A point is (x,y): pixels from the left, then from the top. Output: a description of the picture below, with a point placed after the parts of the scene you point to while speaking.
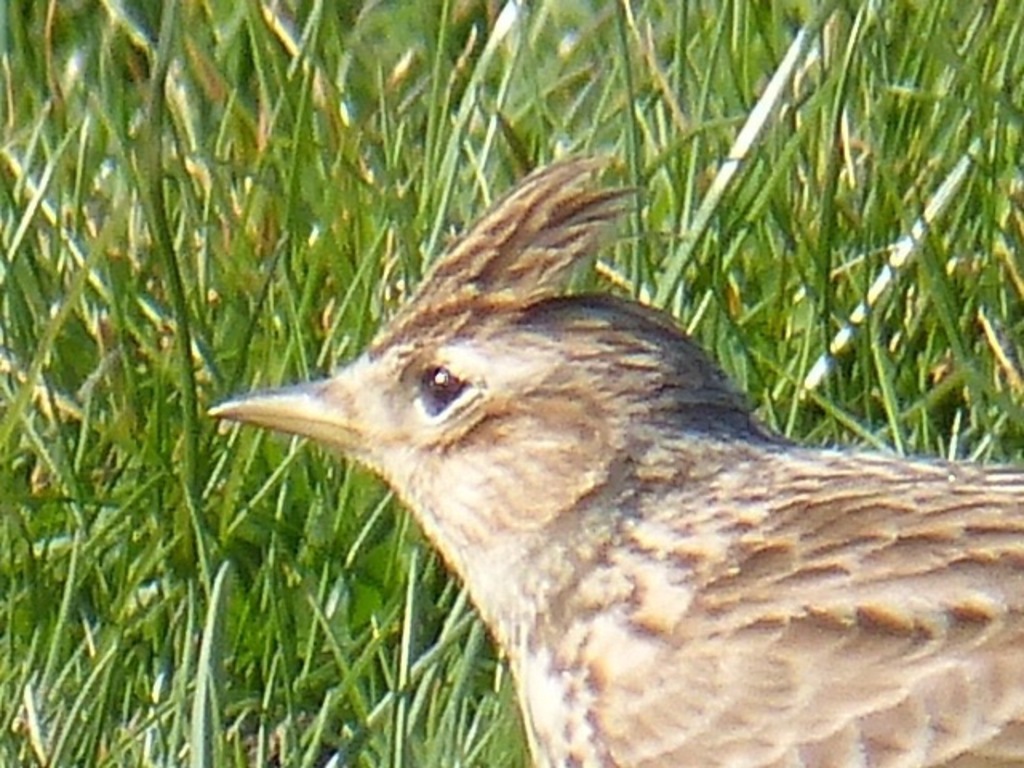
In this image there is a bird (598,537) in the middle (510,509). In the background (615,115) there is grass (432,126). The bird (401,394) has a long beak (298,410).
